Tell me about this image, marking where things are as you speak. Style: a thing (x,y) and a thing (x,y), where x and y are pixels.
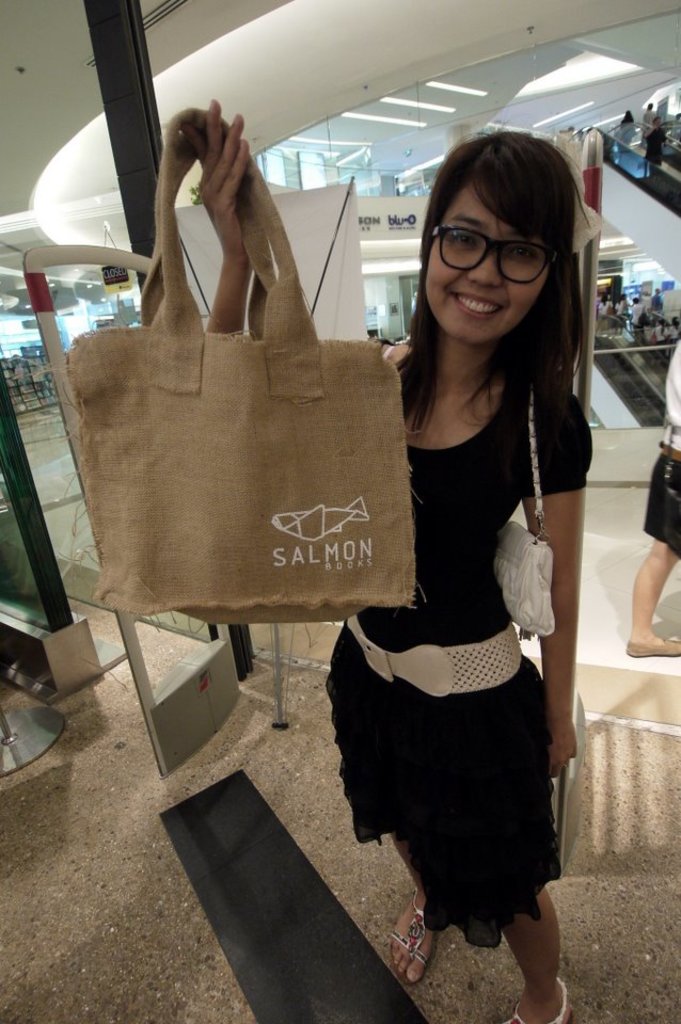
In the image we can see there is a woman (472,570) who is standing and holding a jute bag (220,404) on which it's written "Salmon".
